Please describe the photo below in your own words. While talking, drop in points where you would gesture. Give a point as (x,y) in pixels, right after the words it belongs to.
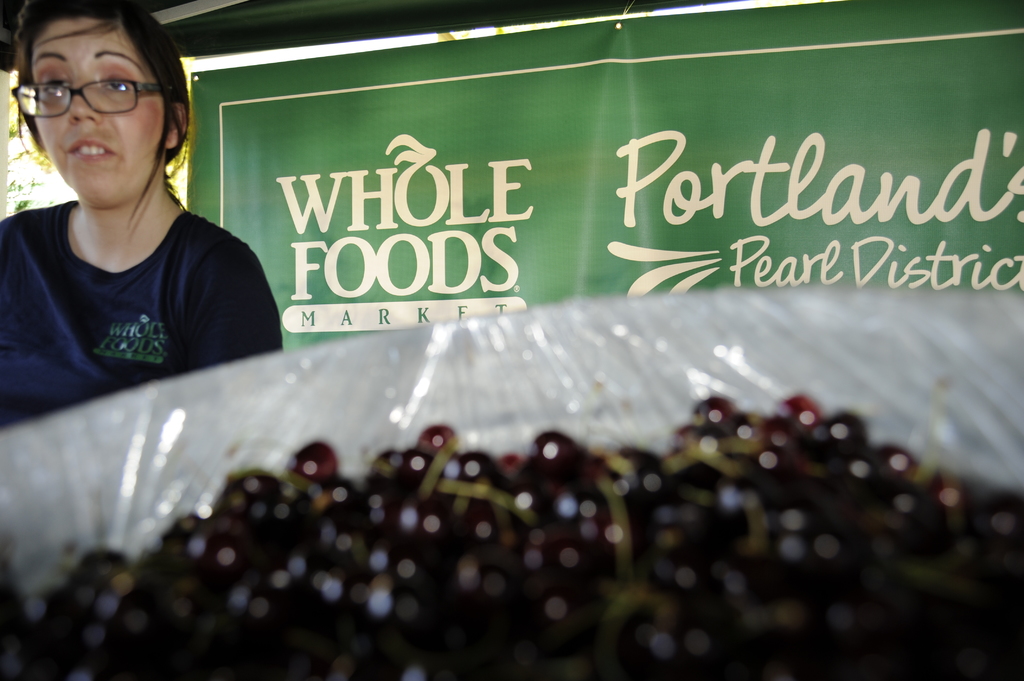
In this image, we can see some berries (458,605) in the basket (137,531). Left side of the image (191,358), we can see a woman (102,275) is wearing glasses (114,101). Background (710,152) there is a banner (627,199).
